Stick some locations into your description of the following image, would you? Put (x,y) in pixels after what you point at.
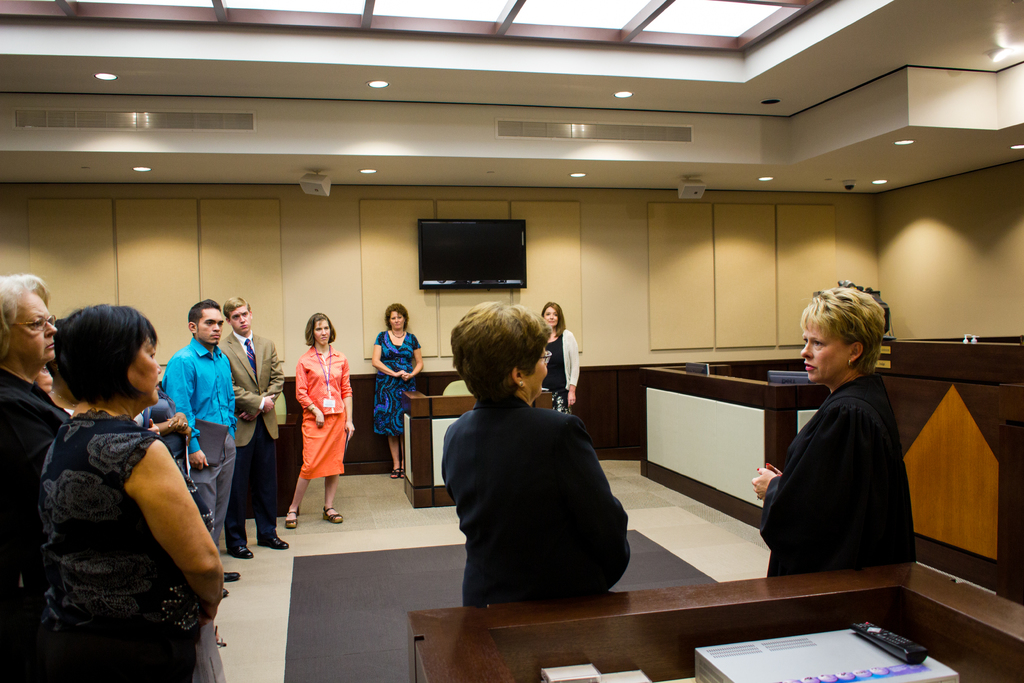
On the left side (232,352), there is group of persons (338,361) standing and watching two persons (839,381) who are in black color dress (790,490), near a table (782,627). On which, there is a remote (893,650) on the box (887,664) and other objects (593,676). In the background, there are two persons (545,313) standing, near a table (423,395) and a monitor (438,232) which is attached to the wall (565,215). There are lights (628,95) attached to the roof (279,94) and there are other objects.
